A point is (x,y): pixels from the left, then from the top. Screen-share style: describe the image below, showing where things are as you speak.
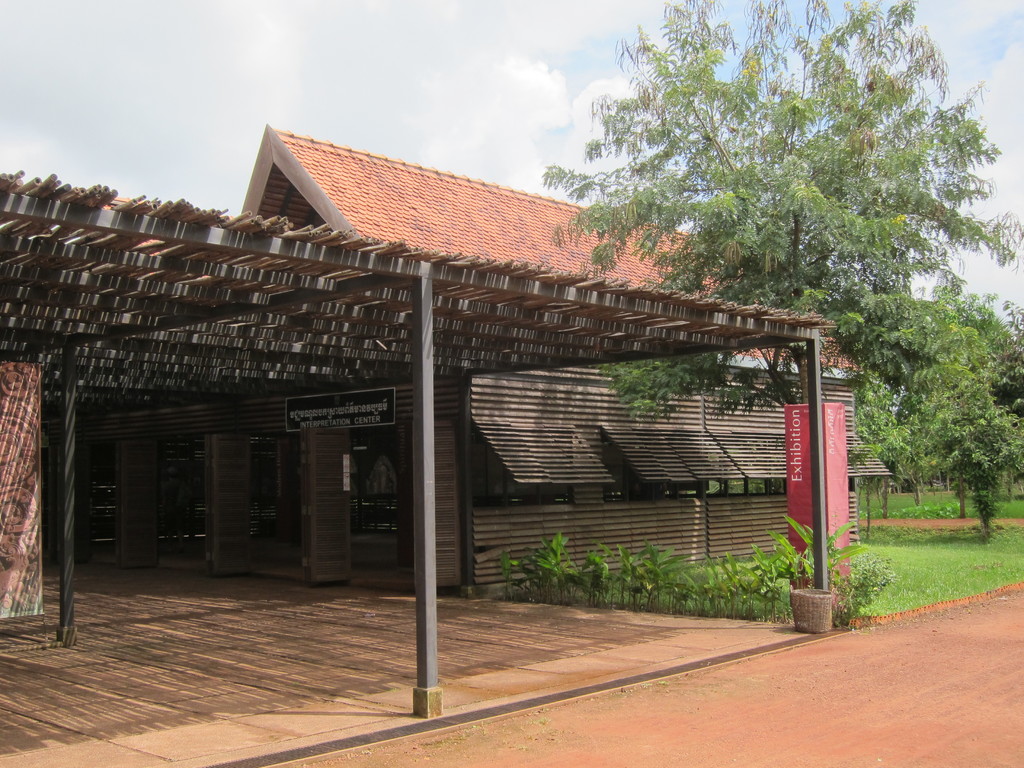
In this picture we can see a house (404,416), name board (350,412), pillars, plants (655,590), trees (946,378), grass (919,531), path (938,521) and in the background (74,86) we can see the sky (590,103) with clouds (317,104).
